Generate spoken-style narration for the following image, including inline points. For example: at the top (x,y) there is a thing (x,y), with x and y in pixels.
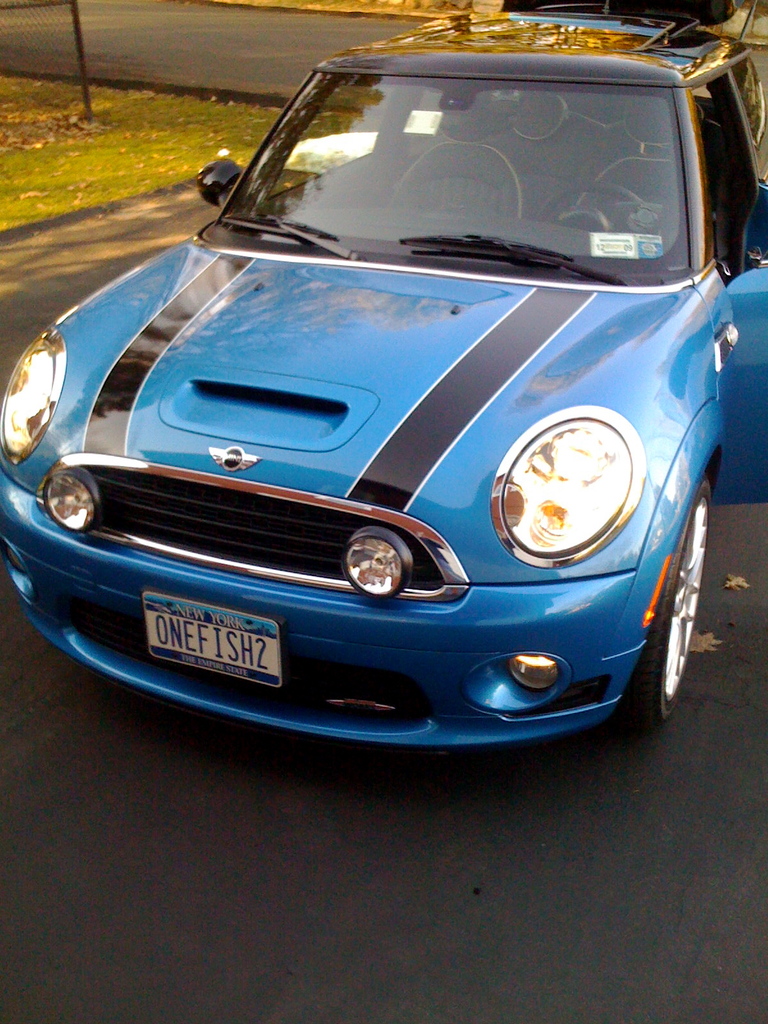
In the image we can see there is a car (403,538) parked on the road (48,250) and behind there is a ground (108,137) covered with grass (167,146).
